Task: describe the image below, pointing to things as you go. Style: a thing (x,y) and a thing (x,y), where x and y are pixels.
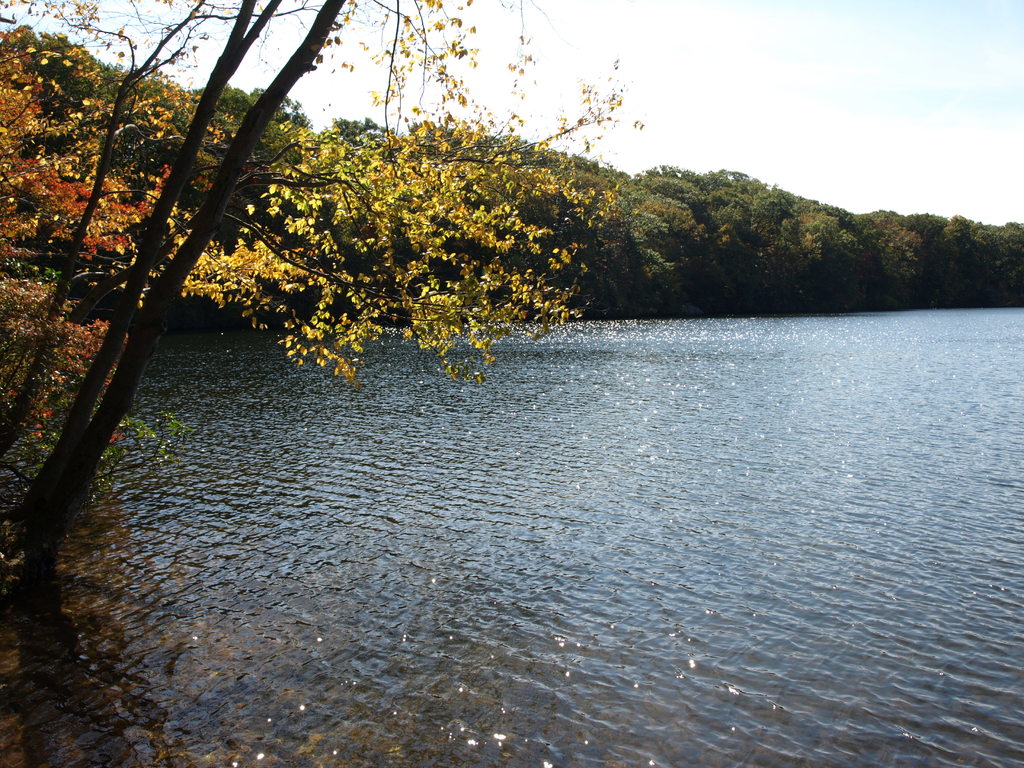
In this image we can see water (651,704) and trees (82,318) on the left side (335,504). In the background (574,180) there are trees (248,108) and clouds (510,82) in the sky (829,136).
